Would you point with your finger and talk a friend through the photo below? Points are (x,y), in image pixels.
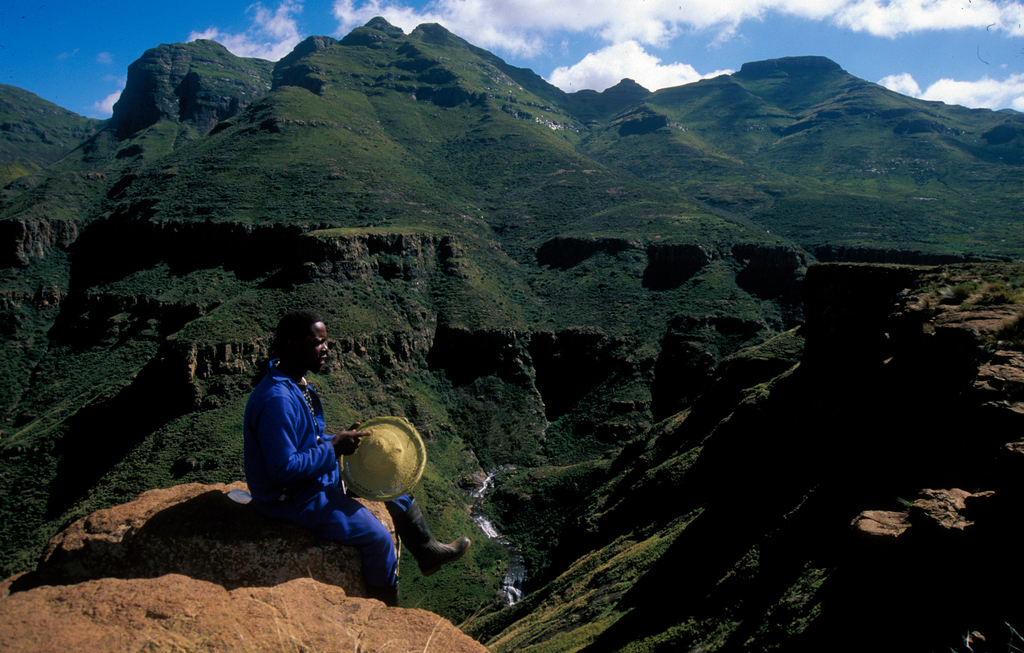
On the left side of the image (298,451) a man (295,422) is sitting and holding a hat (376,456) in his hand (345,436). In the background of the image (650,274) hills (659,282) are there. At the top of the image (644,30) clouds (628,48) are present in the sky (634,35).
